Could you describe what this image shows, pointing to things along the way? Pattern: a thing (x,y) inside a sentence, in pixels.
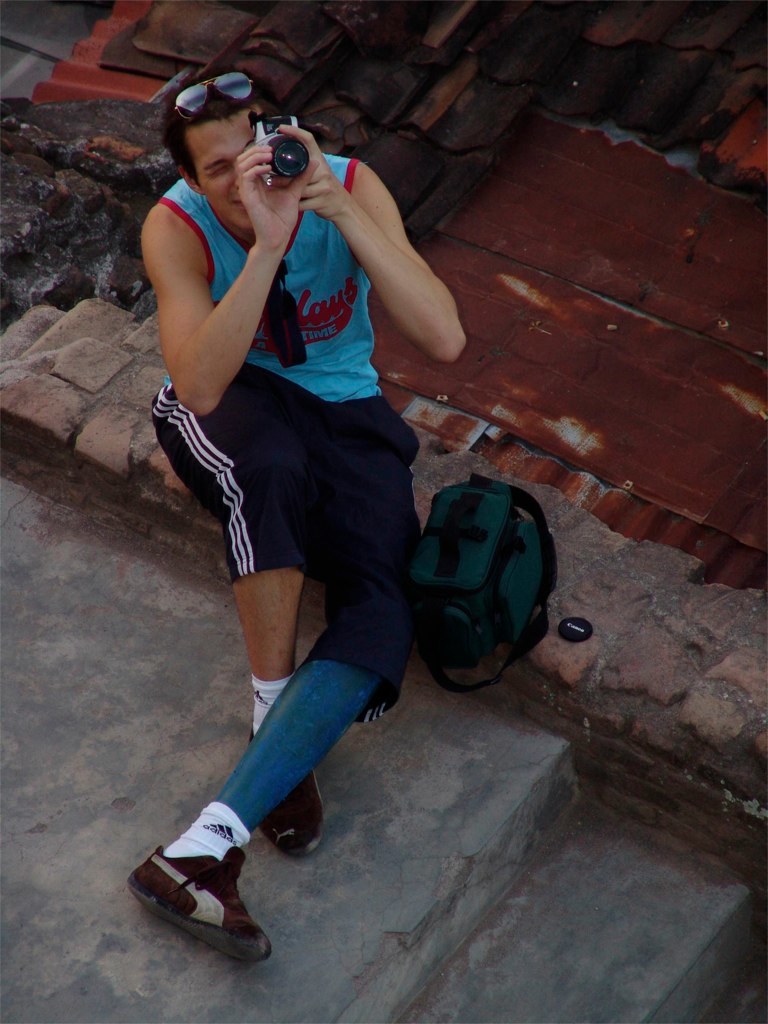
In this image I can see a person (347,333) wearing blue, red and black colored dress (322,361) is sitting and holding a camera (280,170) in his hand (288,181). I can see a bag (433,500) beside him and few roofs (582,254) in the background (487,124).
